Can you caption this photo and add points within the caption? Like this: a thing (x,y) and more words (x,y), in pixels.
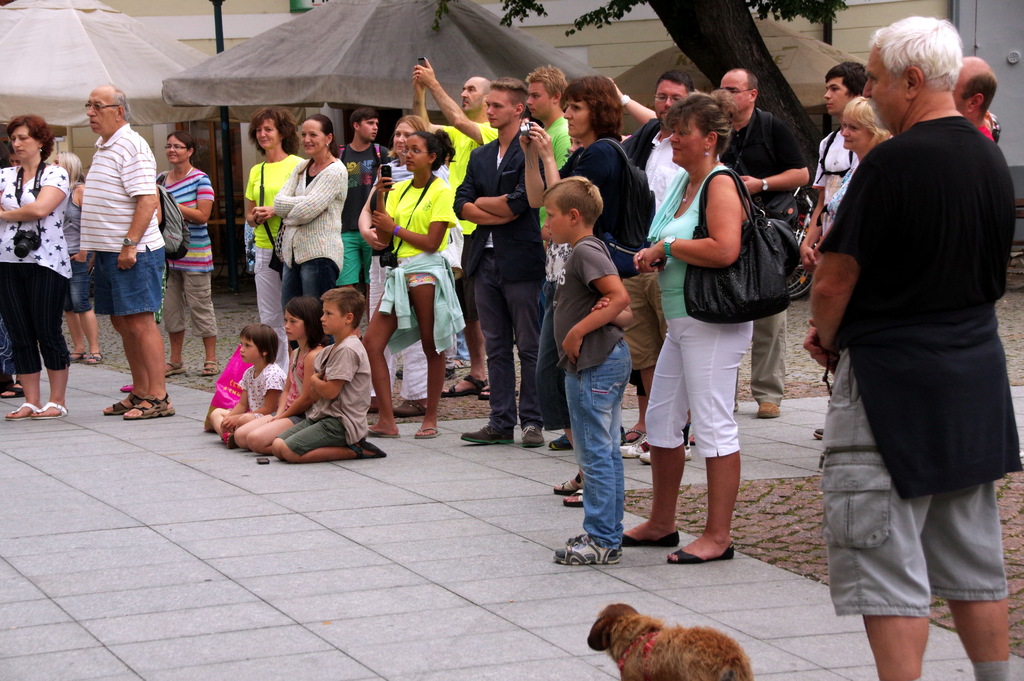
In the image we can see persons (326,287) on the floor (462,635). At the bottom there is a dog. In the background (436,70) there is a tents (401,35), pole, building (643,54) and tree (704,56).
